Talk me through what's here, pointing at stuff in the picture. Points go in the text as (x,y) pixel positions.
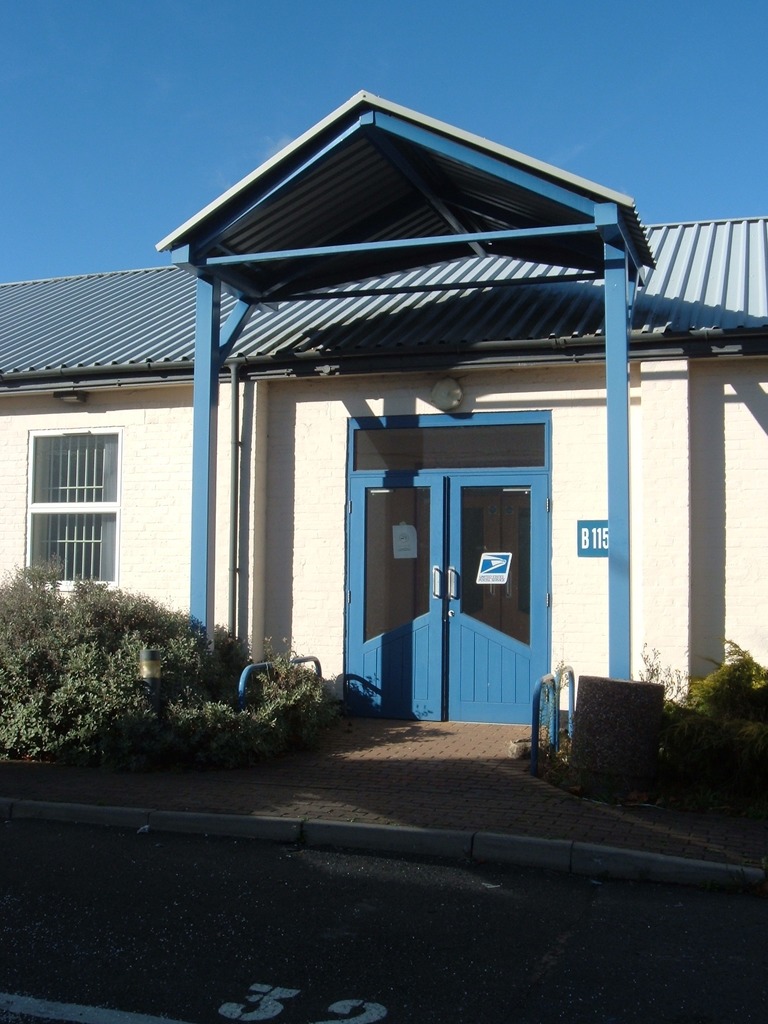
In the foreground of the picture (180,685) there are plants (722,737), footpath (241,797) and road (657,950). In the middle of the picture (382,464) there is a house (297,331). At the top (343,82) it is sky (197,162). On the left (70,475) there is a window (70,490). In the center (436,557) it is door (436,618).
